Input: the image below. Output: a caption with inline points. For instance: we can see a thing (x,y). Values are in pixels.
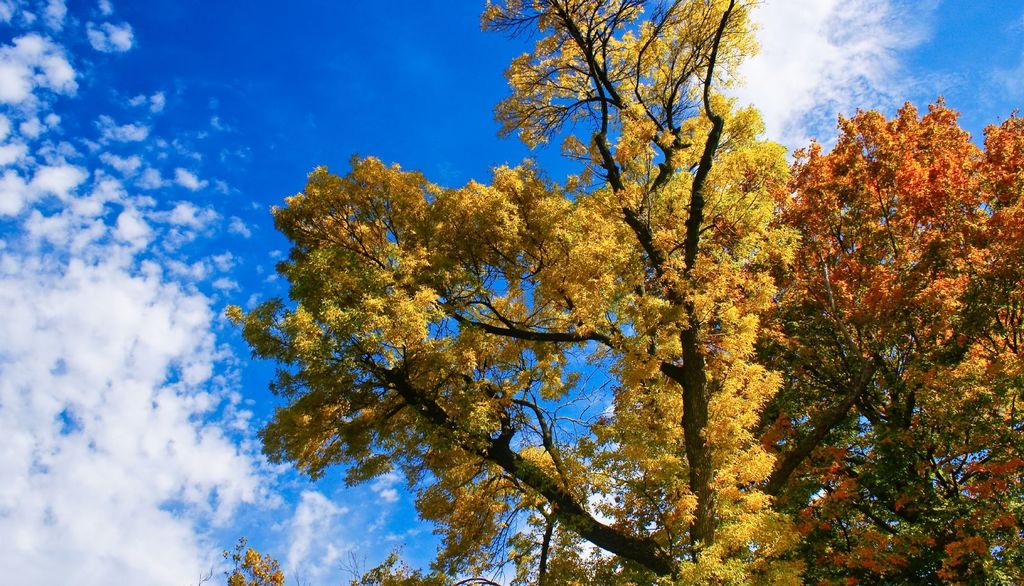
On the right side (742,388) there are trees (720,392) with yellow leaves (748,430) and red leaves (899,258). In the background (226,139) there is sky (173,166) with clouds (137,326).
